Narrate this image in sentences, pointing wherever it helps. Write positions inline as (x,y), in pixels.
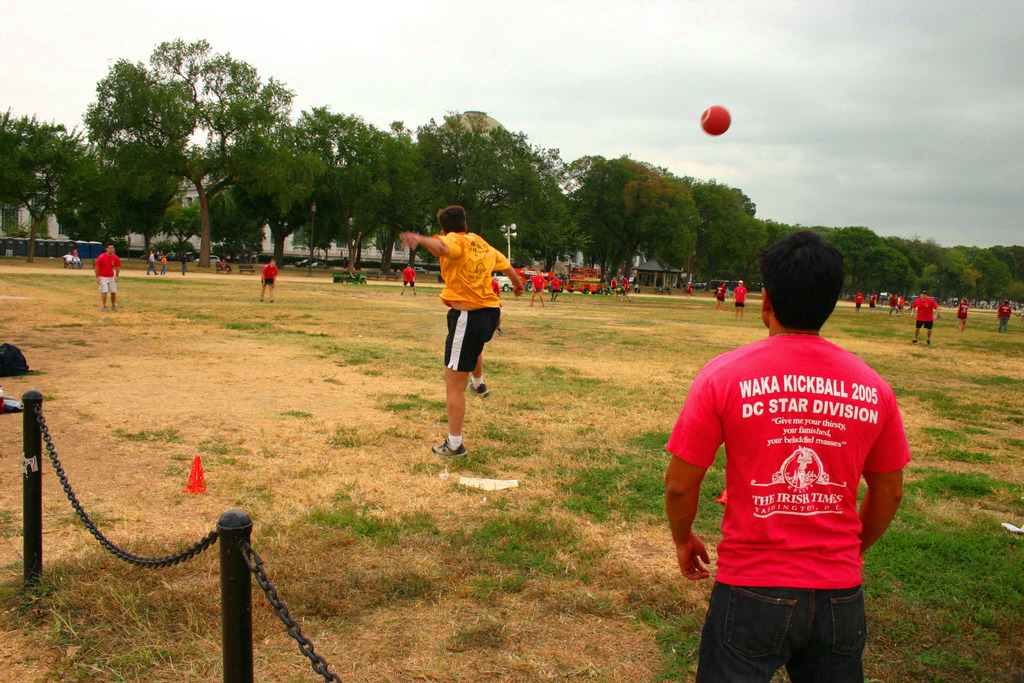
In the image in the center (487,265) there is a ball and few people (921,318) were standing. And we can see the middle person (476,271) is in yellow color t shirt (472,265) and remaining were in red color t shirts (746,374). On the left side of the image (246,639) we can see fence (211,535) and traffic pole (195,480). In the background (451,99) we can see the sky (799,143), clouds (796,83), trees (493,209), buildings (479,116), grass (207,504) and few people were standing.
